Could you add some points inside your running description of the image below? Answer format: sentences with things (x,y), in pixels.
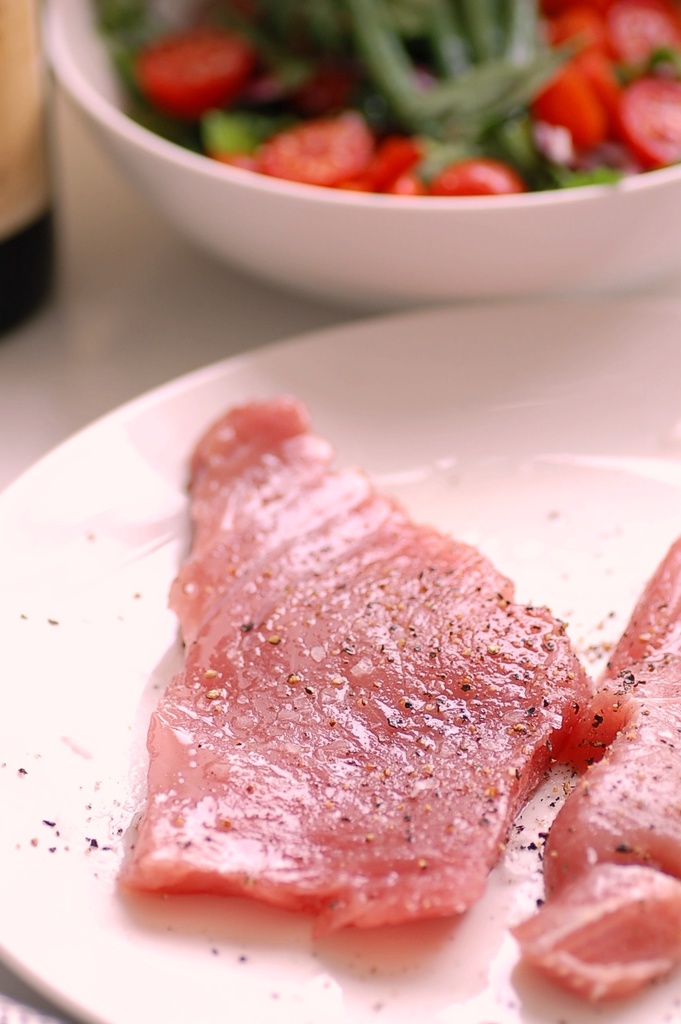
There is a food item (399,693) kept in a white color plate (552,532) at the bottom of this image (298,747) and there is a food item (332,78) kept in a white color bowl (483,221) at the top of this image (269,203).
